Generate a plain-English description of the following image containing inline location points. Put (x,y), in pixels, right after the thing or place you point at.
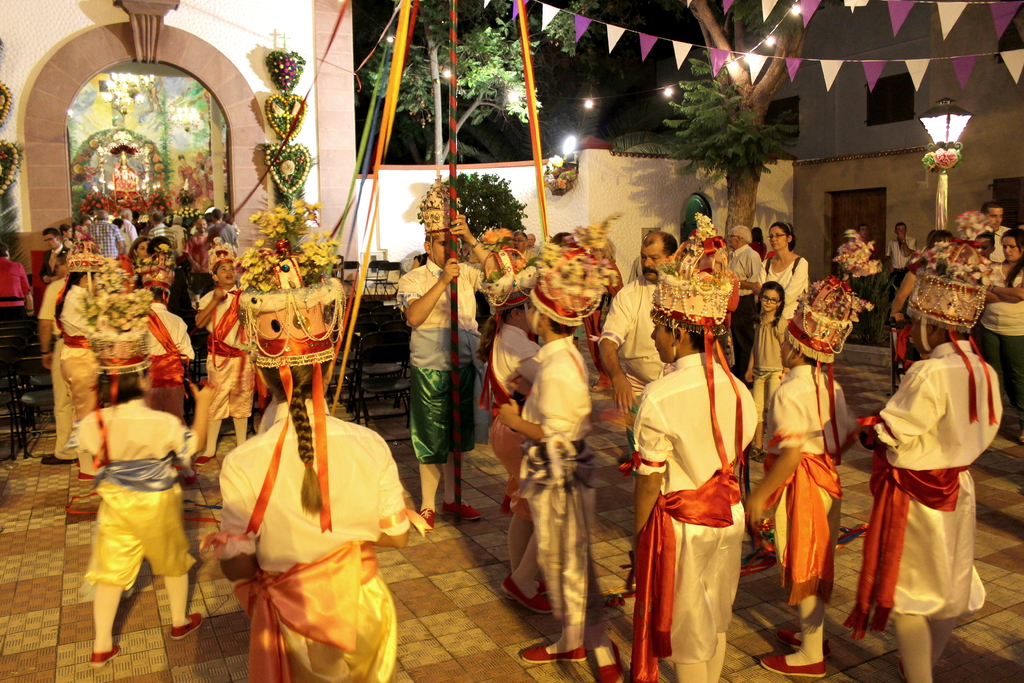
In the foreground of this image (448,318), in the middle (449,385), there is a man (432,275) standing and holding a pole (454,280) and there are persons (127,426) surrounding him by holding ribbons (366,254). In the background (27,247), there is a sculpture (117,190), lights (136,88), wall (283,7), an arch (207,88), few trees (724,136), bunting flags (894,9), lamp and the crowd (908,275) on the right (1015,276).
